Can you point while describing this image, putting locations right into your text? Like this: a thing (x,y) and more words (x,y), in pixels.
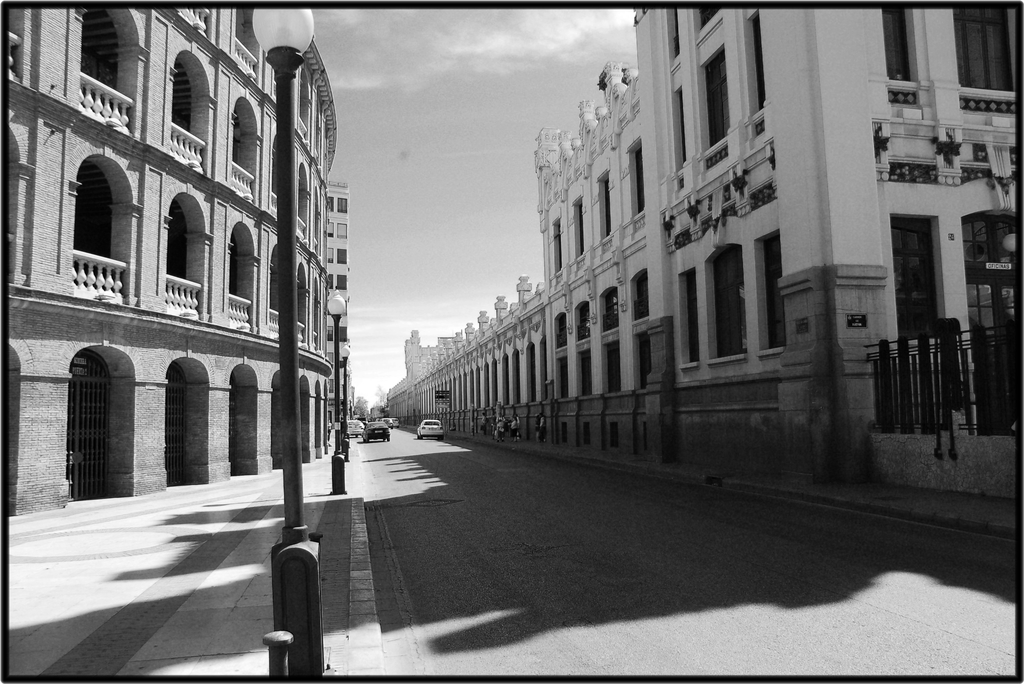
In this picture I can see buildings (259,332), street lights (296,603) and vehicles (382,439) on the road (411,495). In the background (416,225) I can see the sky (436,211). This picture is black and white in color.
